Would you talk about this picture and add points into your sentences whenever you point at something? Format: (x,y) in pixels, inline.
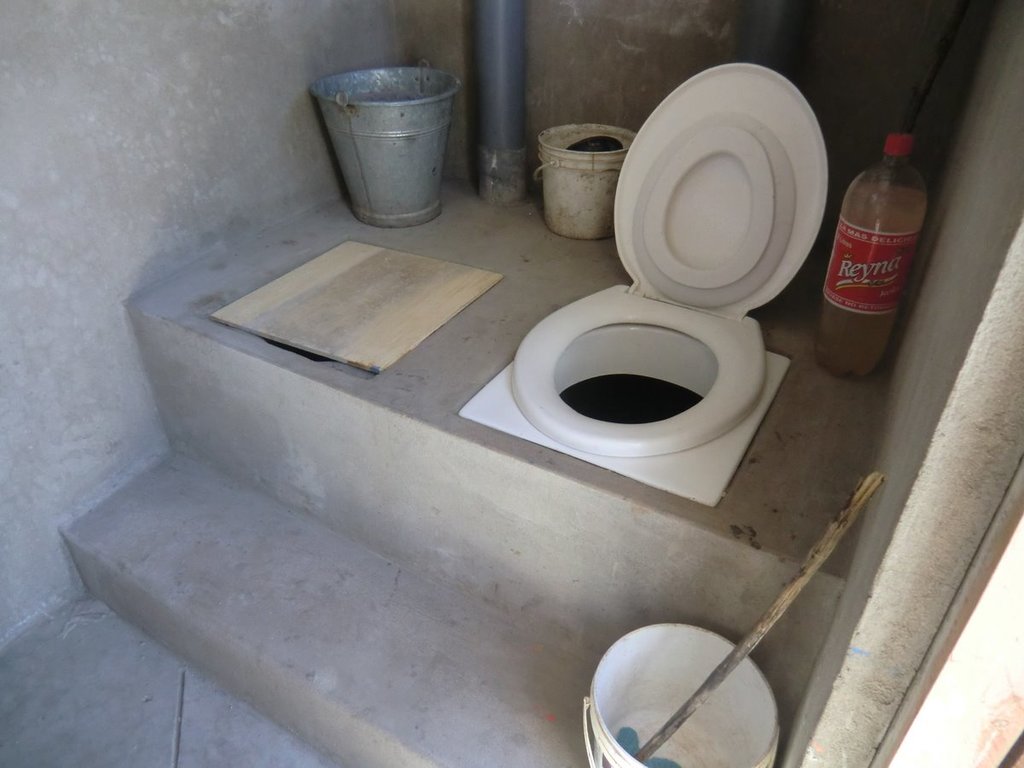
In this image we can see a toilet (578,348). We can also see some buckets (549,218), a wooden board (454,278) and a bottle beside it.
